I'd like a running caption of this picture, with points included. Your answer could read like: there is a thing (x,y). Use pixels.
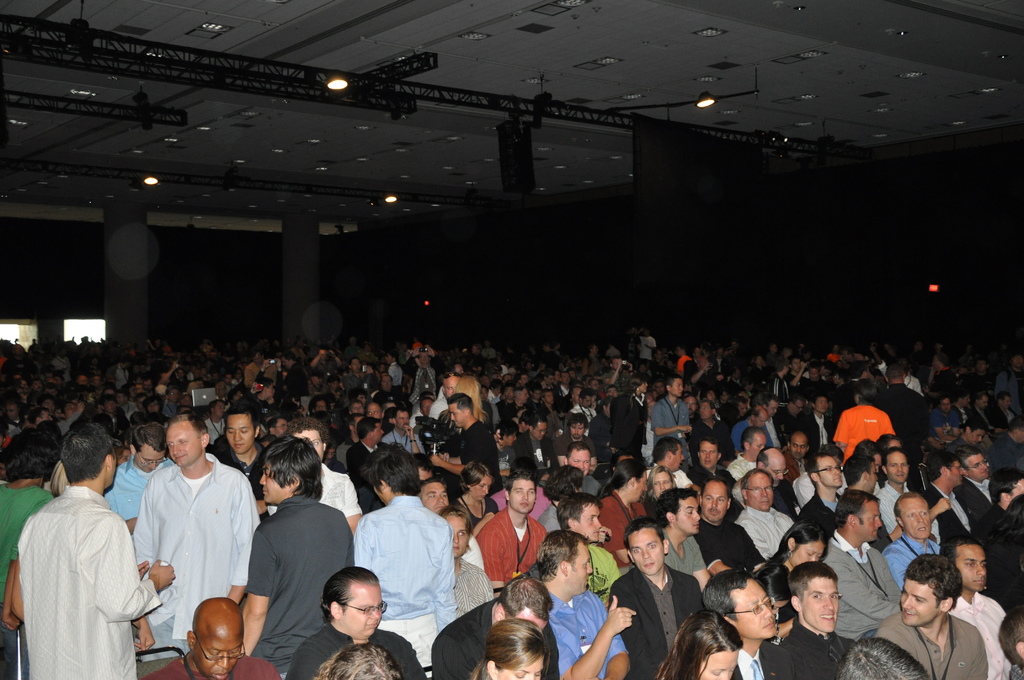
As we can see in the image there are group of people (711,356) here and there. Few of them are standing and few of them are sitting on chairs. There are lights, wall (236,259) and windows (76,323).
